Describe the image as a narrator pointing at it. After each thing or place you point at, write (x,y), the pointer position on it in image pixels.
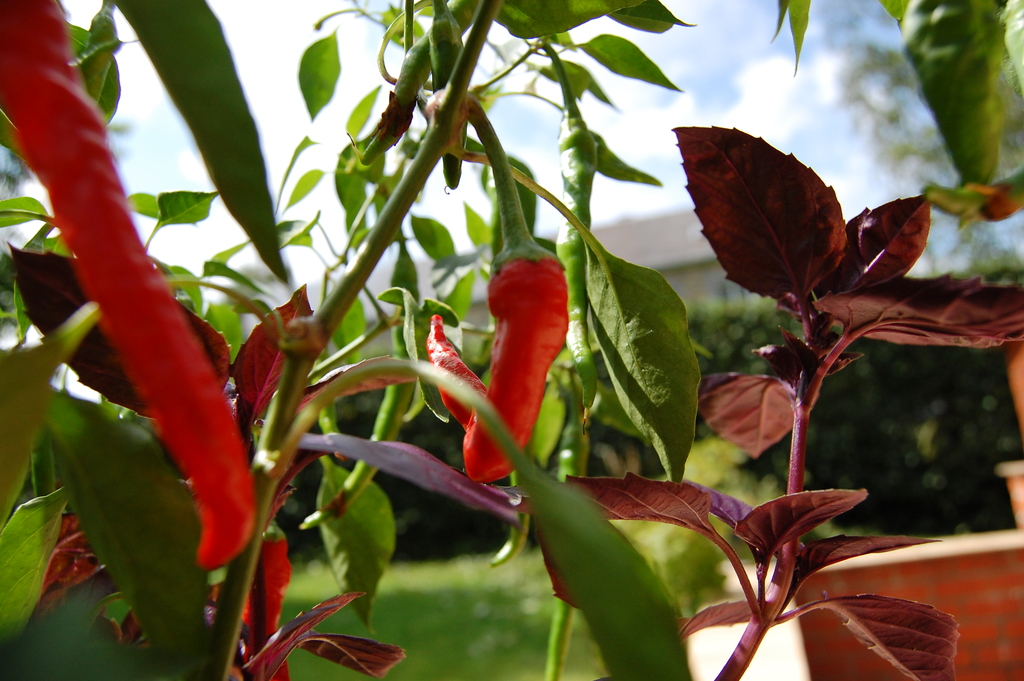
In this image, I can see the red chilies (186,399) to a plant (347,299). In the background (726,370), I can see hedges (952,399). Behind the hedges (719,316), It looks like a building (701,269). At the top of the image (673,55), there is the sky (694,97).
